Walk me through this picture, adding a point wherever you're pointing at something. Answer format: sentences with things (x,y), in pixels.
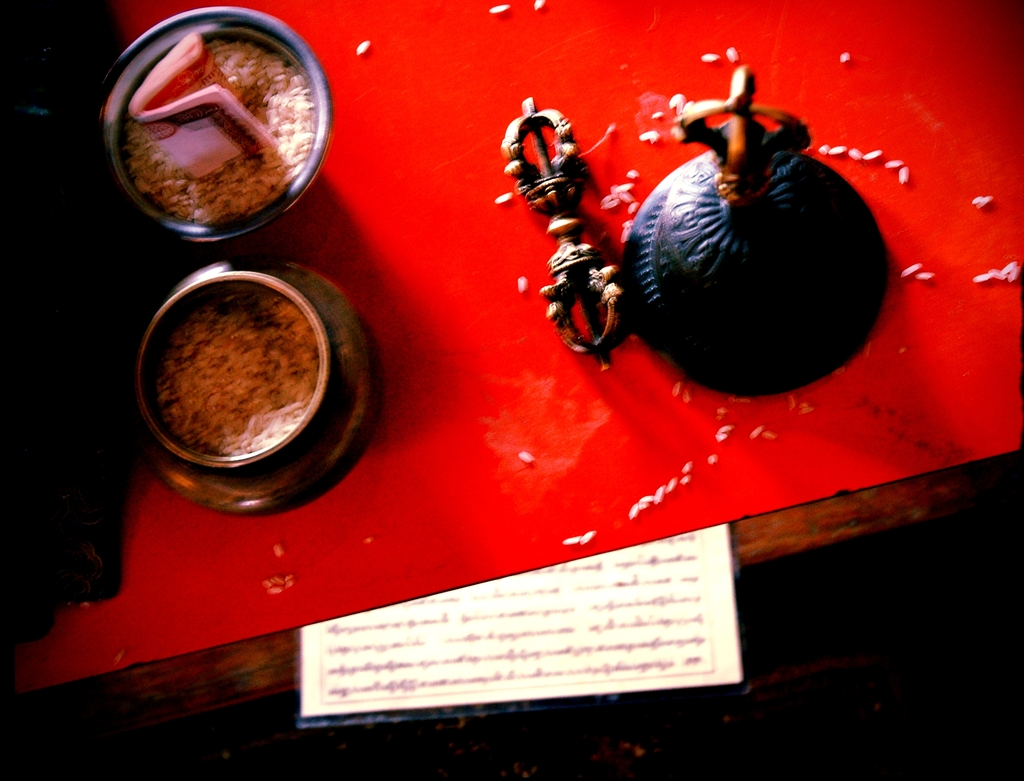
In this image we can see grains (260,111) in the vessels (312,311), a paper (591,578) with some text (606,586) on it and a decor (572,218).
